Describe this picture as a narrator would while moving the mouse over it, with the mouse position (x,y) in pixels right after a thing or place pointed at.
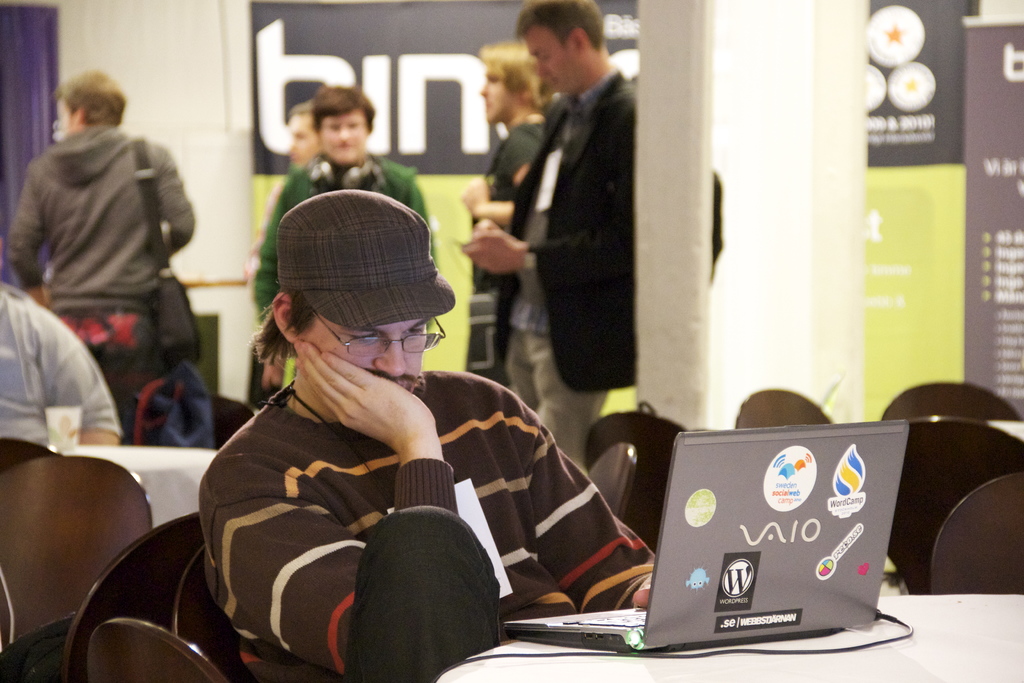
In this image we can see a man (371,578) sitting on the chair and holding a laptop (683,594) that is placed on the table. In the background (570,149) there are persons (533,158) sitting on the chairs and standing on the floor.
